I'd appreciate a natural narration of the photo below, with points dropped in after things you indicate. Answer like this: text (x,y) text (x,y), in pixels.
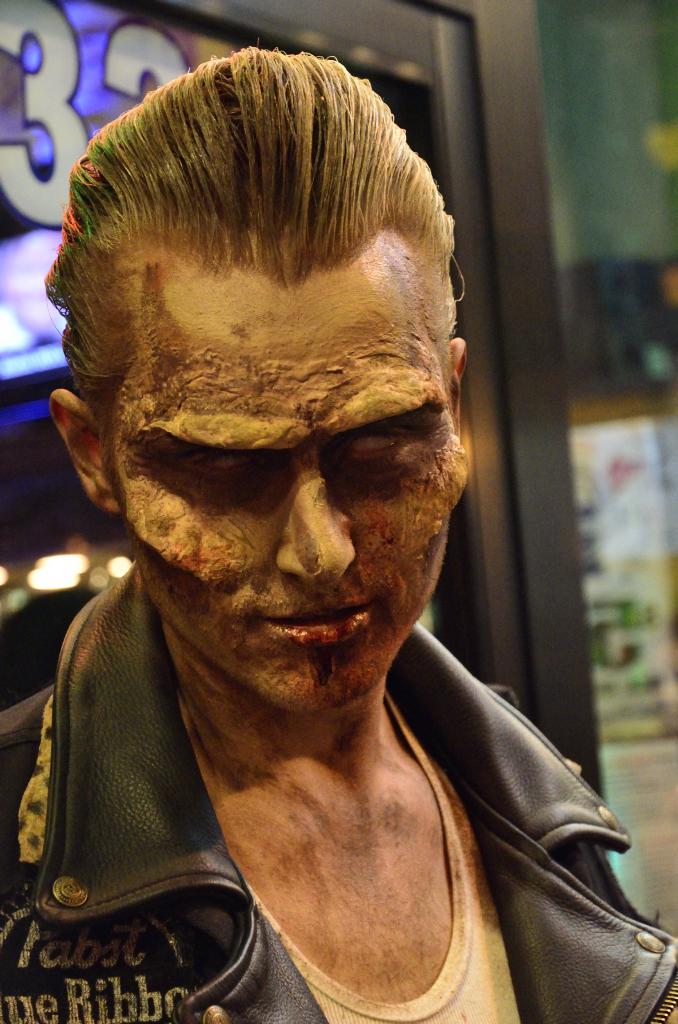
In the center of the image (294,416) we can see person (350,638) with costumes (253,980). In the background (464,138) we can see buildings (263,38) and lights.
